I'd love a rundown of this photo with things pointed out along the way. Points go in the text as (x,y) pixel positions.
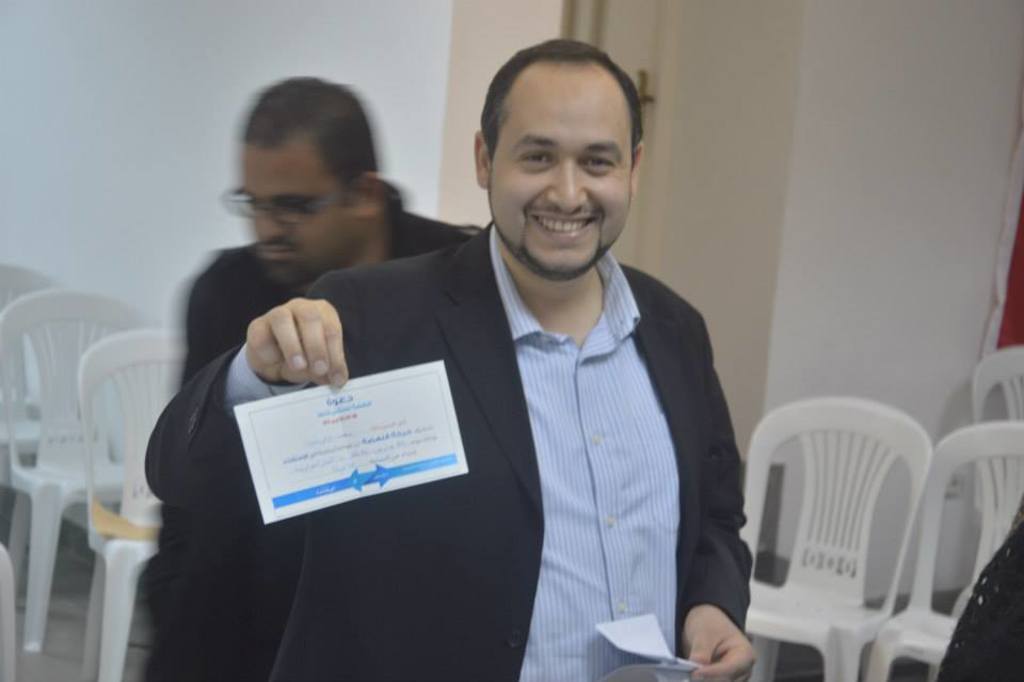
In the image we can see there is a man (617,383) who is standing and holding a piece of paper (336,430) in his hand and at the back (308,212) there is another person (331,240) standing and there are chairs (942,625) which are in white colour.
